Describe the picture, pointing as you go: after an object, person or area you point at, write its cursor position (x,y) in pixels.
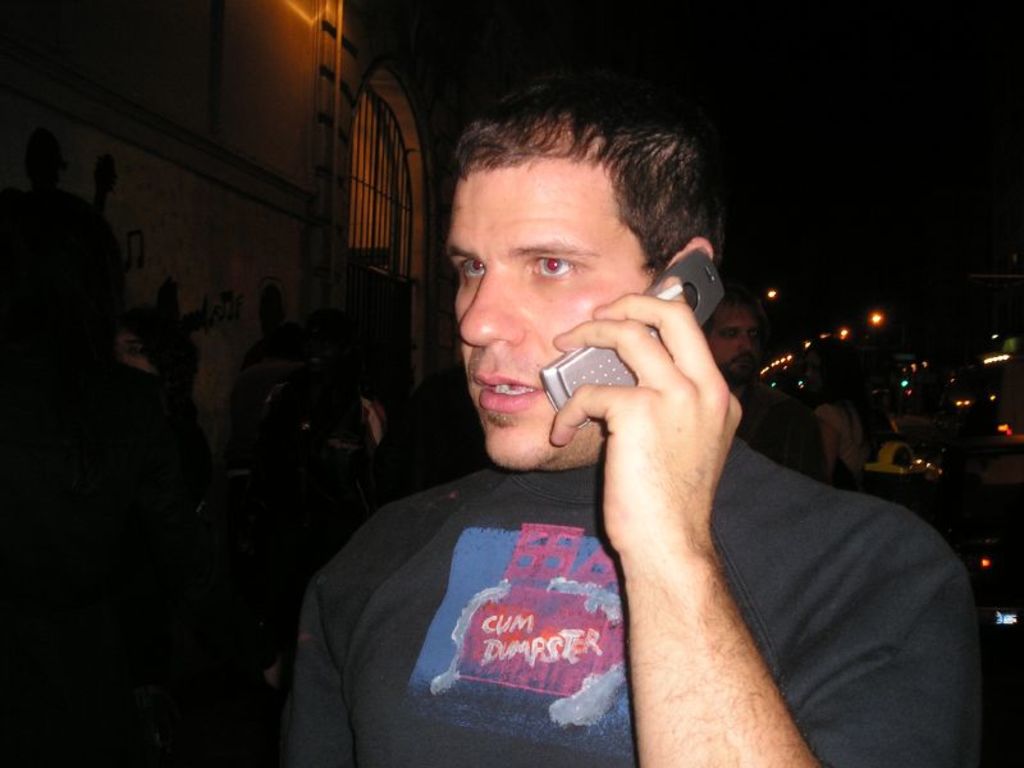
In this picture we can see a few people (624,392) are standing beside the building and talking.
